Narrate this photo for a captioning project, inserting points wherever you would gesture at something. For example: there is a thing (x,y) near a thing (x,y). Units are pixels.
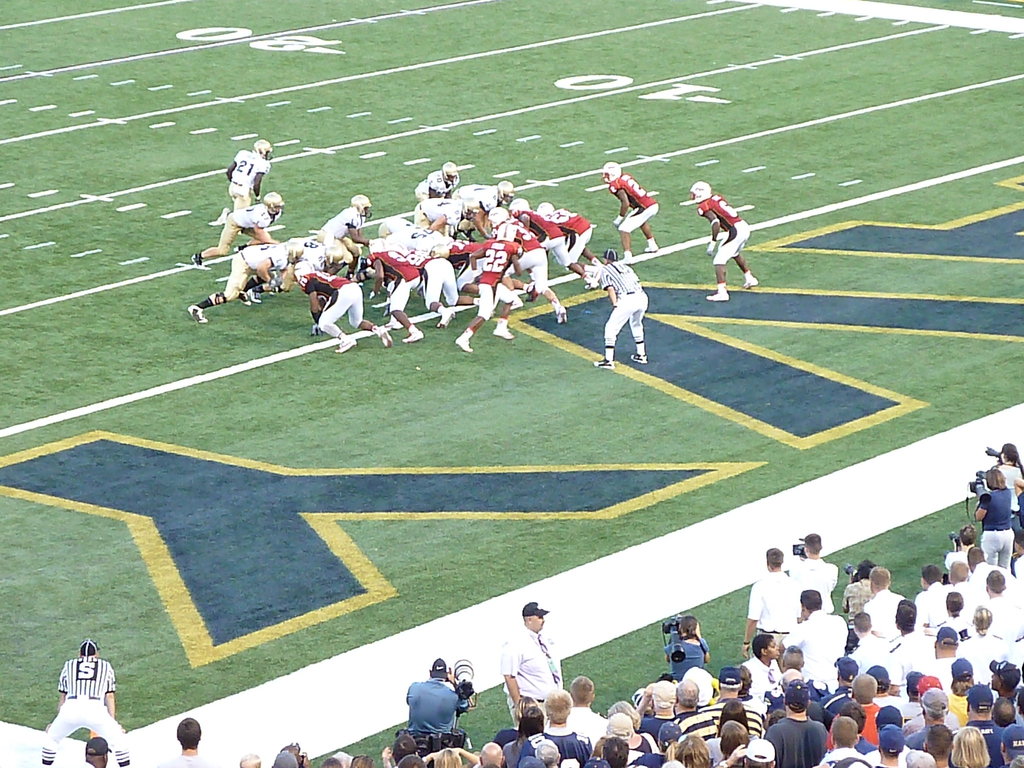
The image is taken in the ground (461,372). In the center of the image (355,312) there are people (439,291) playing football. At the bottom (537,665) there are many people (760,696) standing and watching.
